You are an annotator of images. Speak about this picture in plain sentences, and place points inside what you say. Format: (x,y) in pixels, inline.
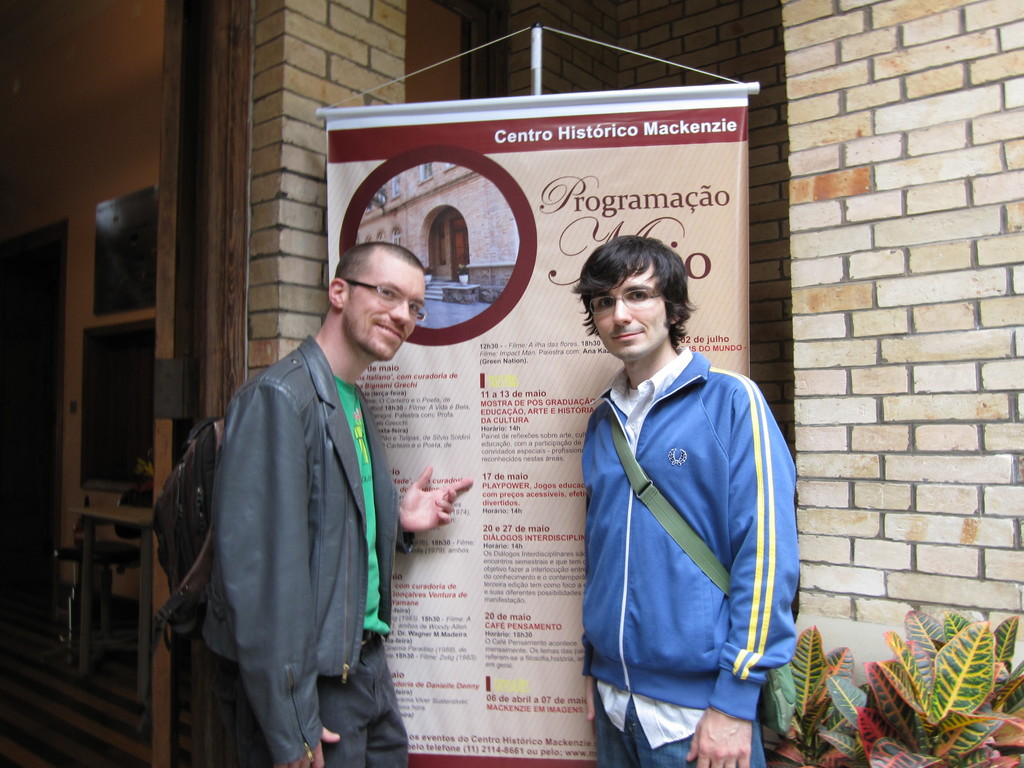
In this image there are two persons (334,552) standing in front of a poster (733,260), behind the poster (471,213) there is a brick wall (900,47) to that wall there is door (3,231) on the left side (231,25) in the right side (824,681) there are plants (919,680).
